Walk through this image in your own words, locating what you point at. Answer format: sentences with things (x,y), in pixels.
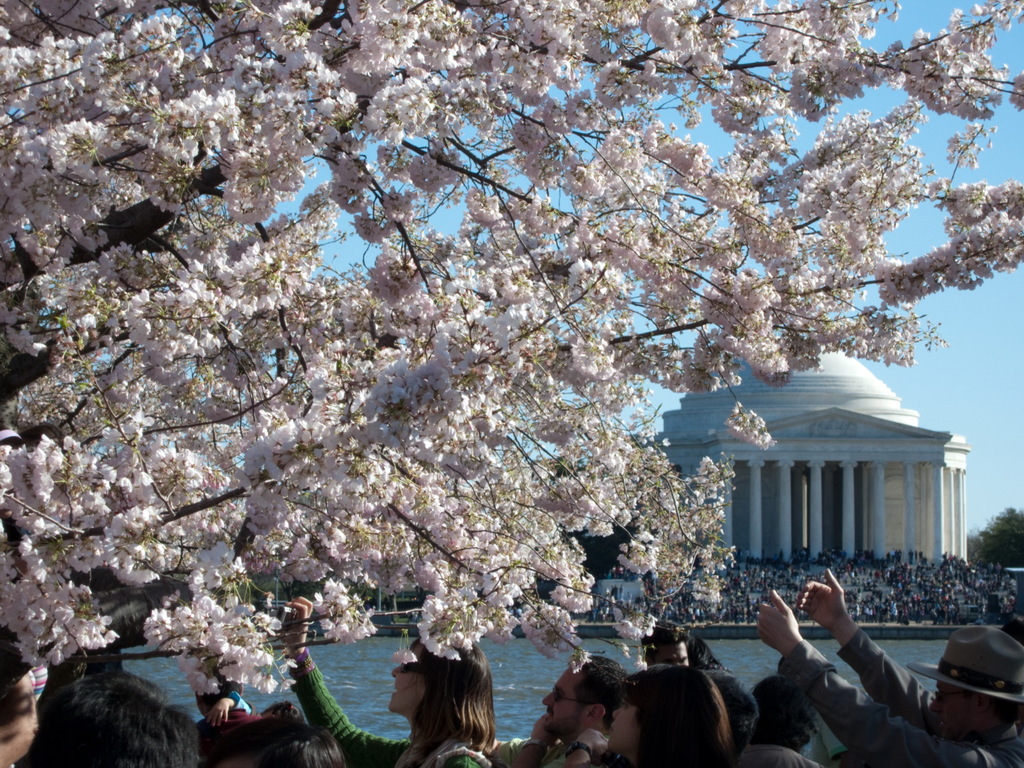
In this image we can see cherry blossom (278,414), persons (142,692) standing on the ground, water (387,680), building (867,473), pillars (850,496) and sky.
